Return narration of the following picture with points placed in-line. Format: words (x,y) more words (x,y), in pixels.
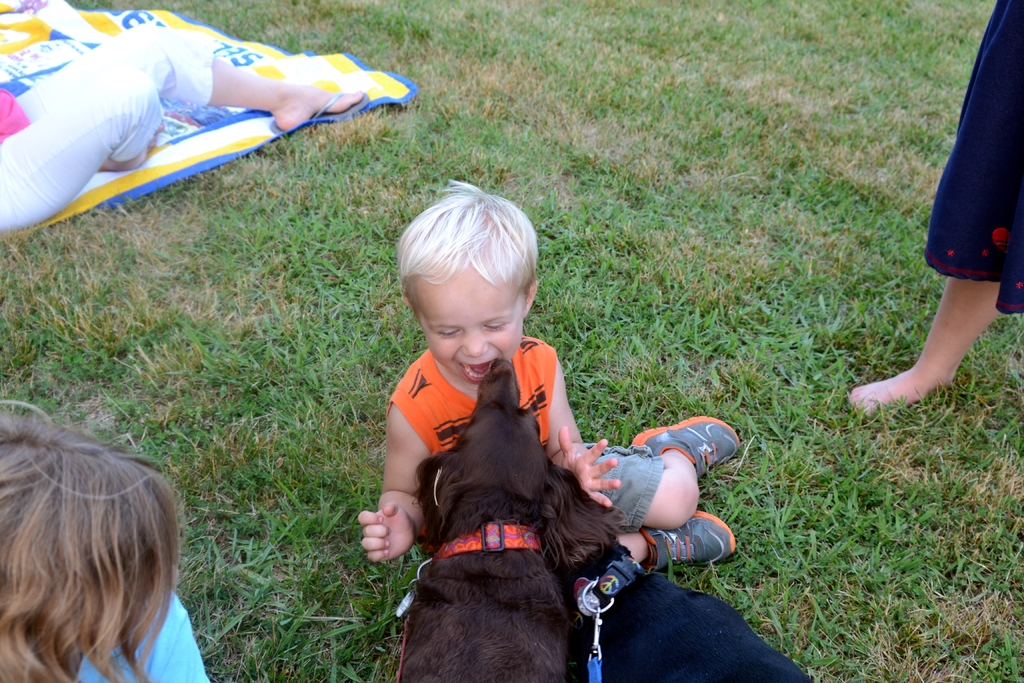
The photo is clicked inside the ground (372,372). In the middle (440,307) one kid (488,301) is playing with a dog (491,644). In the left bottom corner (39,560) one person (44,537) is sitting. on the top of left corner (67,84) one person (70,97) is sitting on the carpet (90,186) wearing a white pants (98,95). In the right side (1007,166) a person (1007,110) is standing wearing a blue dress (966,206). The ground (729,144) is full of grass (676,325).
